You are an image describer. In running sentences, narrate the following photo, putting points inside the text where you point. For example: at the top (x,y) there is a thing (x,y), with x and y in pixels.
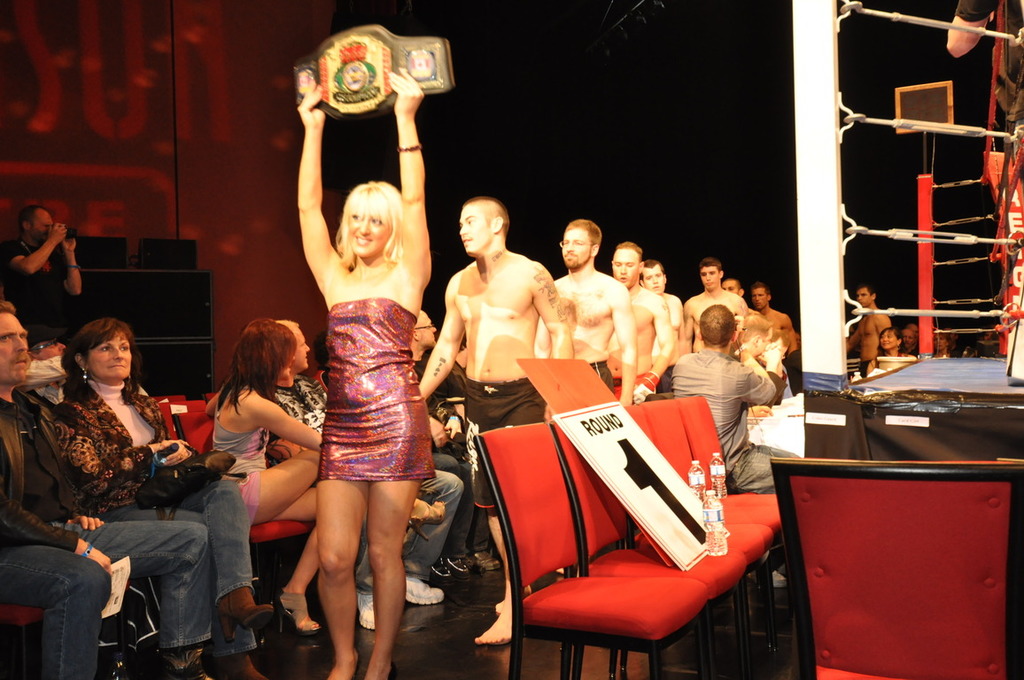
In the image we can see there is a woman (357,378) who is standing and holding a belt (431,63) and behind her there are lot of men (656,319) standing and there are people (245,466) sitting on chair (992,585).
